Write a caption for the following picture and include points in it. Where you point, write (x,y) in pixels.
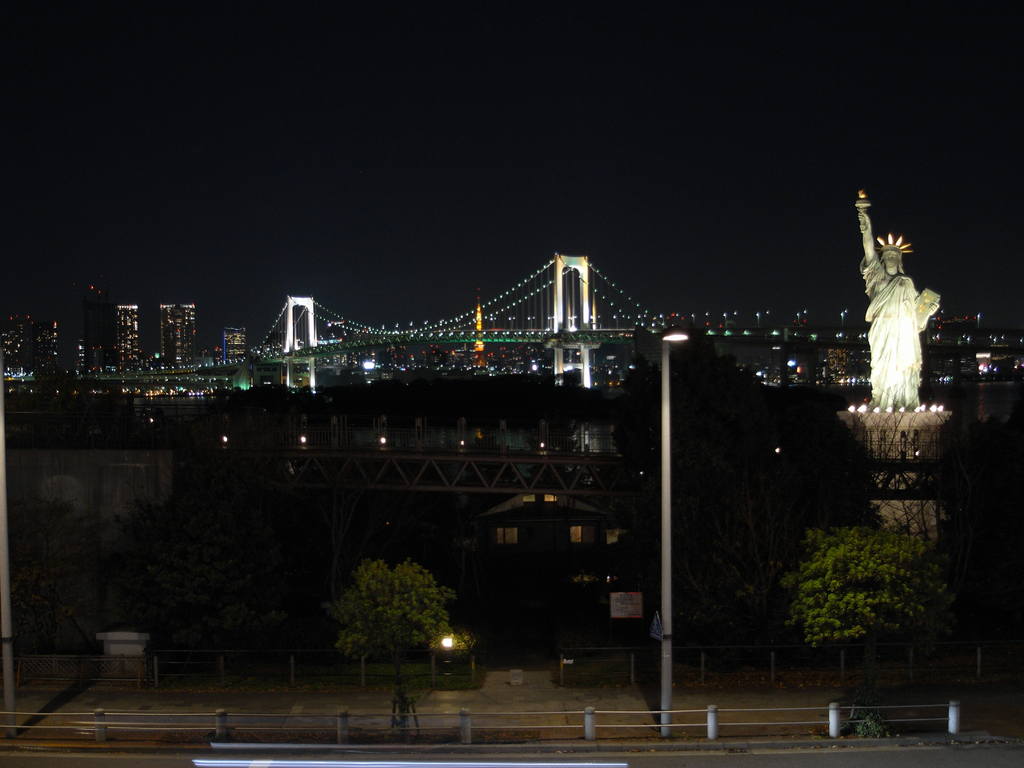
In this image in the foreground (664,661) there is a pole (662,680), at the bottom of the image (158,716) there is walkway (316,742) and railing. And on the right side of the image (899,375) there is a statue (904,345), and also we could see some trees (438,616), walkway (843,712), lights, bridge (584,385), water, poles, buildings (385,360), wall (68,498) and some objects (107,650). At the top (443,206) there is sky (418,204).
